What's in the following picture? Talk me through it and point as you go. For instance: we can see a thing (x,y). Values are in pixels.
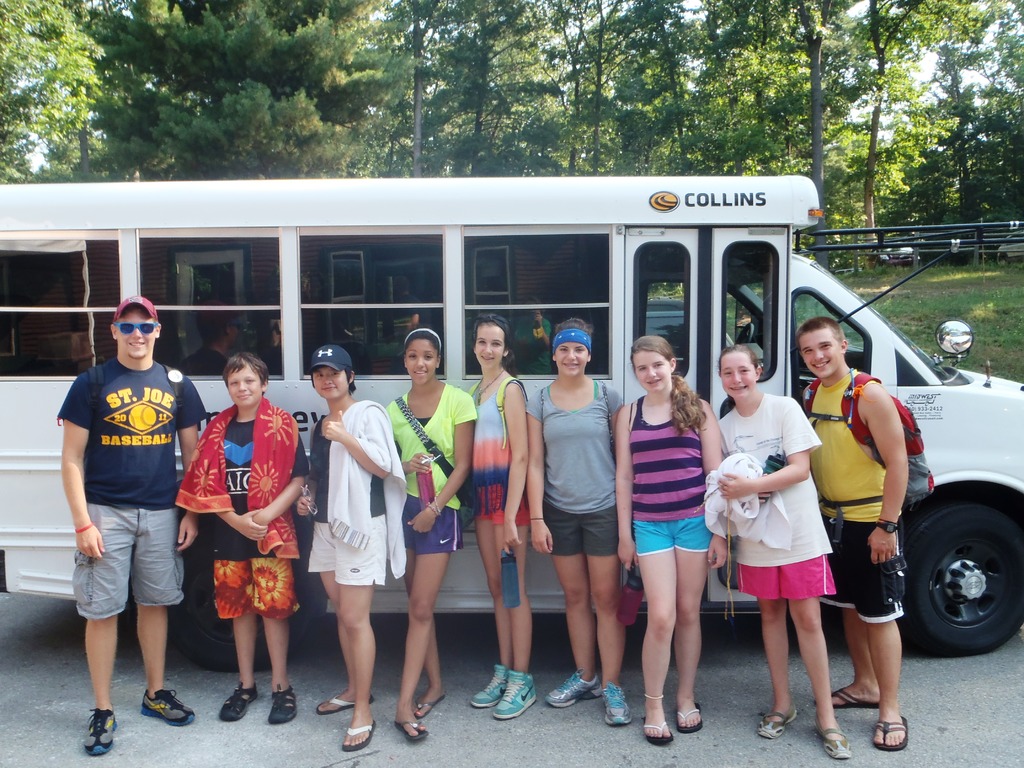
In this image we can see a group of people (415,504) on the road (558,655) standing beside a bus (745,608). On the backside (284,163) we can see a fence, grass (881,289), plants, a group of trees (606,146) and the sky (853,108).
